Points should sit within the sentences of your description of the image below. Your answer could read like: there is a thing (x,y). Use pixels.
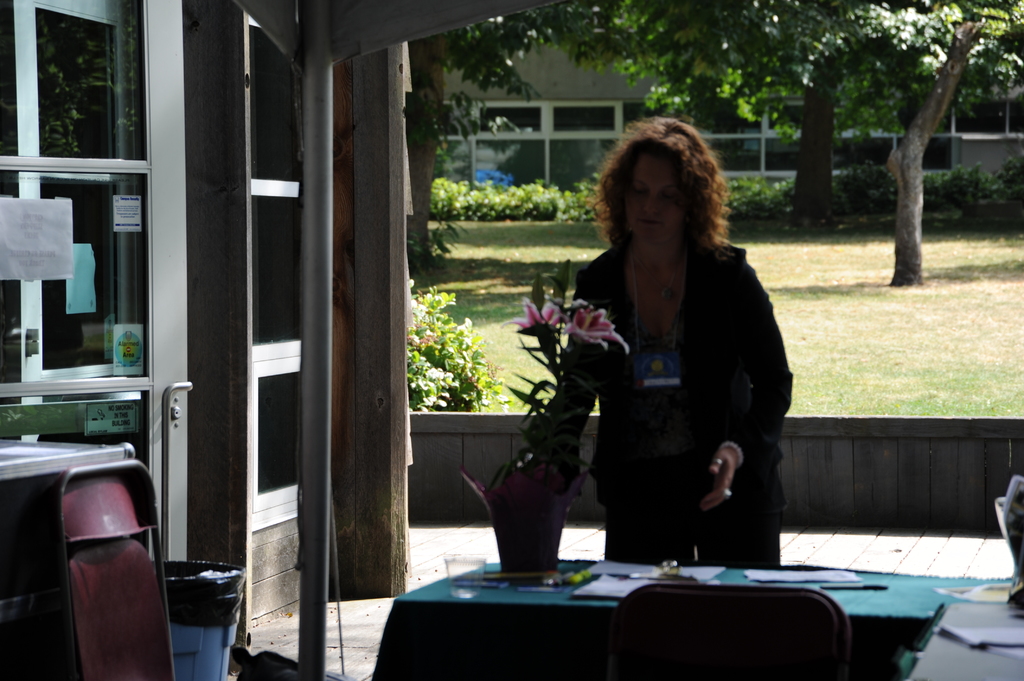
In the given image we can see a woman (636,230) standing, there is a pot (541,475) in front of her and a table (868,604). Back of her there is a garden (736,75) with trees (606,60), plant (434,192) and grass (901,342).
